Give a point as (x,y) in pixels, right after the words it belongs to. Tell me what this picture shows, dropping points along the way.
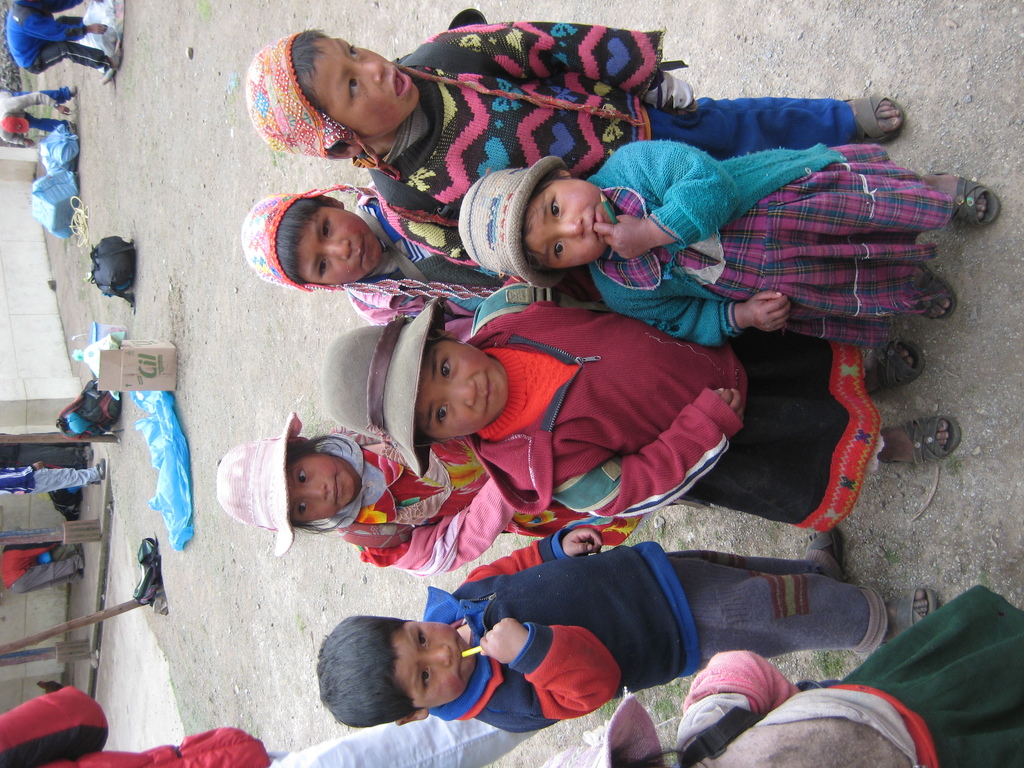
In this image I can see six children (426,557) wearing sweaters (547,437) of different colors and some children (355,267) with hats (394,327). And in the background (59,214) I can see some objects (127,368) on the ground (186,153).
